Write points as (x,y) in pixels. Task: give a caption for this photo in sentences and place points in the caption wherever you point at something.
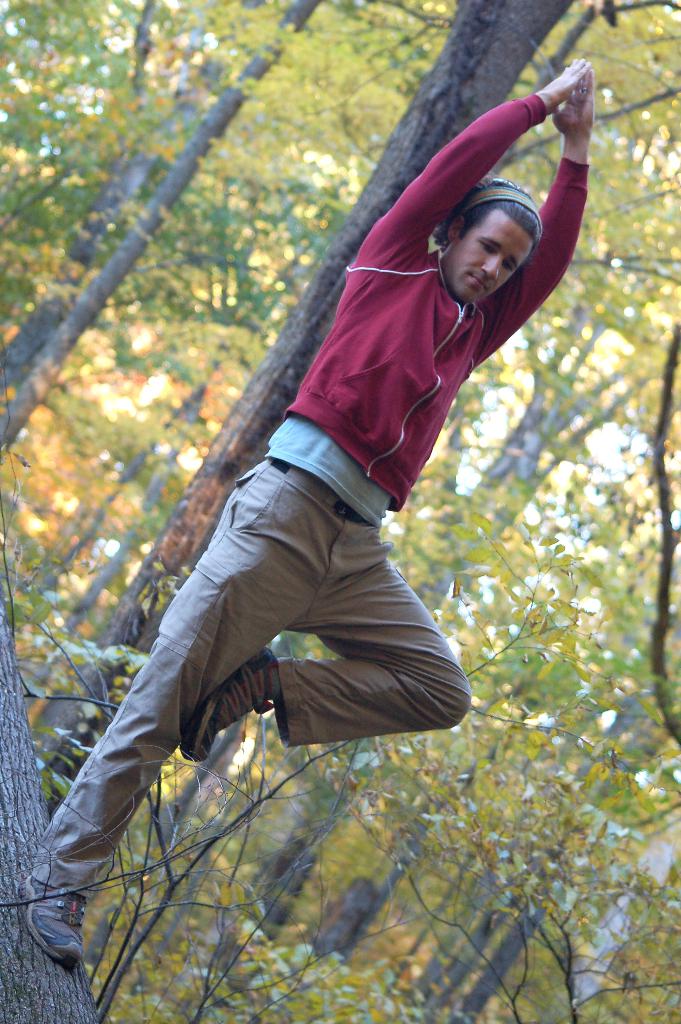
In the middle of the image (367,500) we can see a man (332,485), he is standing and he wore a red color jacket (367,342), in the background (507,715) we can see few trees (520,707).
